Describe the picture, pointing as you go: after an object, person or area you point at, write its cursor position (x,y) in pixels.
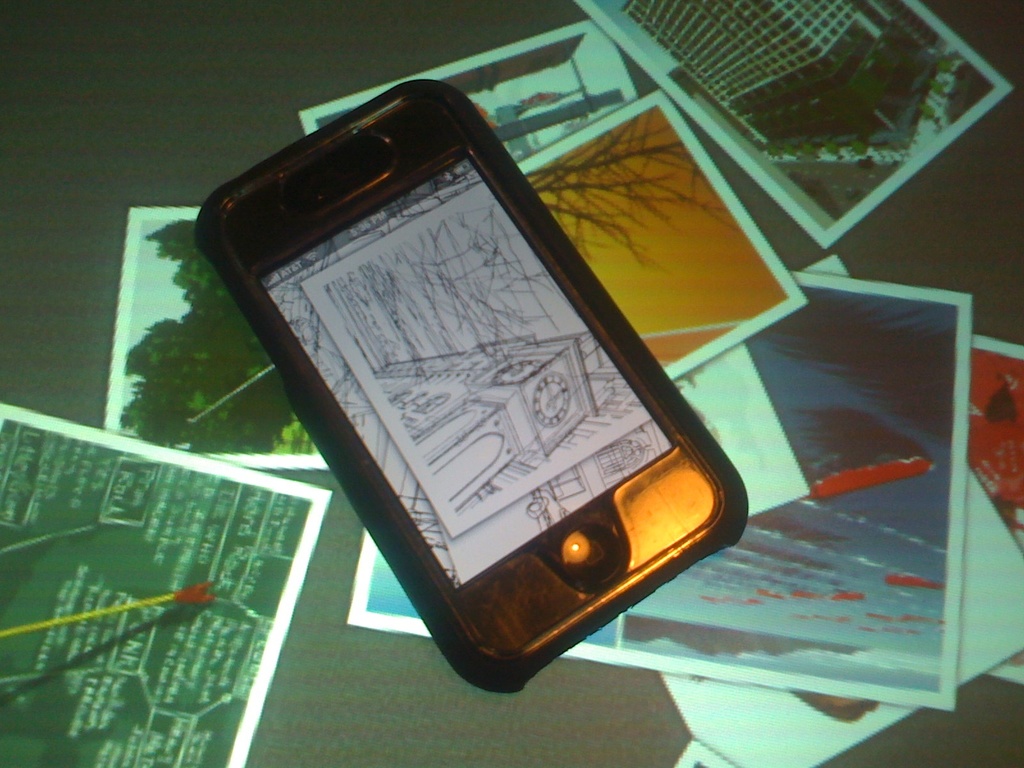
In this image we can see different photographs (660,149), and there is a mobile (515,276) on it and we can some images (480,296) in the mobile (450,304).
